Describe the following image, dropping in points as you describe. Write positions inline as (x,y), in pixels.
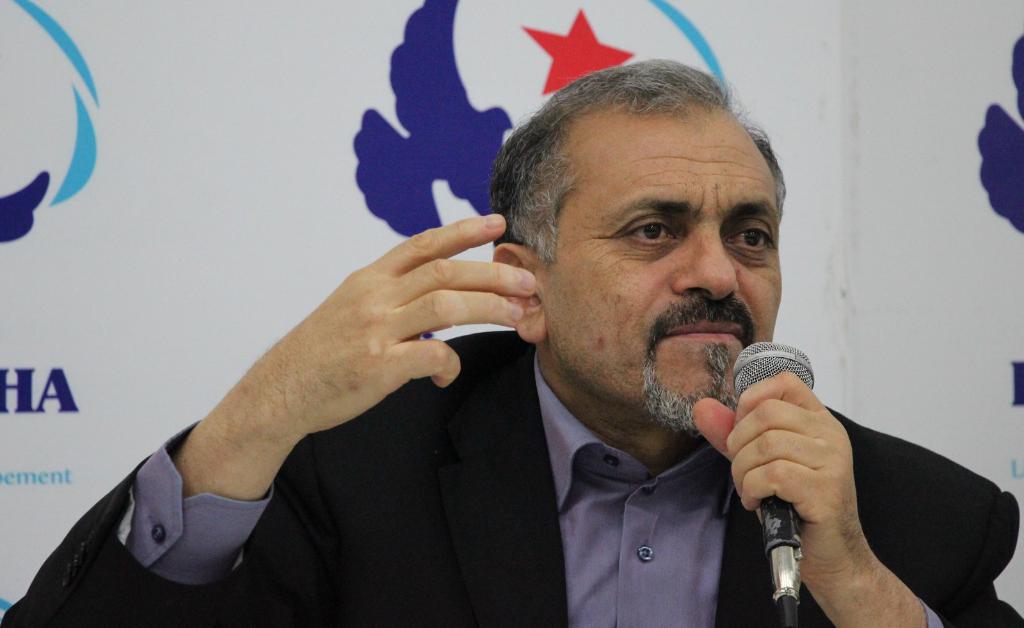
In this picture we can see man (685,376) holding mic (736,387) in his hand (830,458) wore blazer (448,469) and in background (704,56) we can see banner (395,48).
